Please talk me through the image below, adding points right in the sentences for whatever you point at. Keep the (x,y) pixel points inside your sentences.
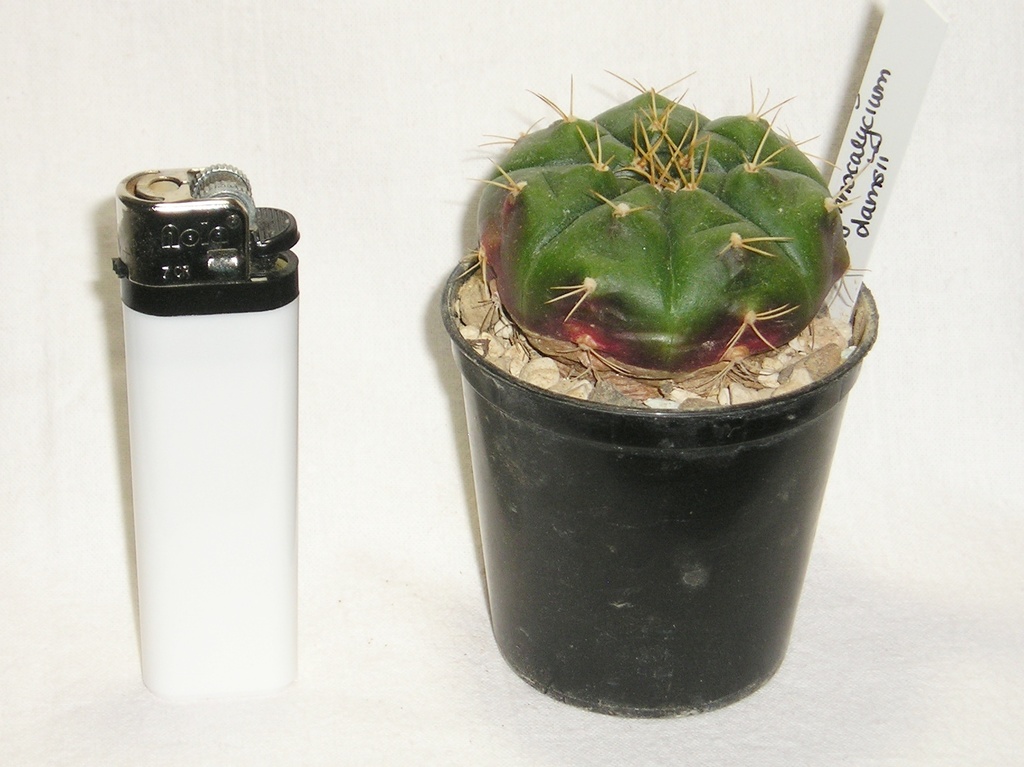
In this picture we can see a black color flower pot (725,528), we can see a plant (673,354) in the pot (711,472), on the left side (278,412) we can see a lighter (252,400), we can also see a paper (852,212), there is some text (857,183) on the paper (849,175).
